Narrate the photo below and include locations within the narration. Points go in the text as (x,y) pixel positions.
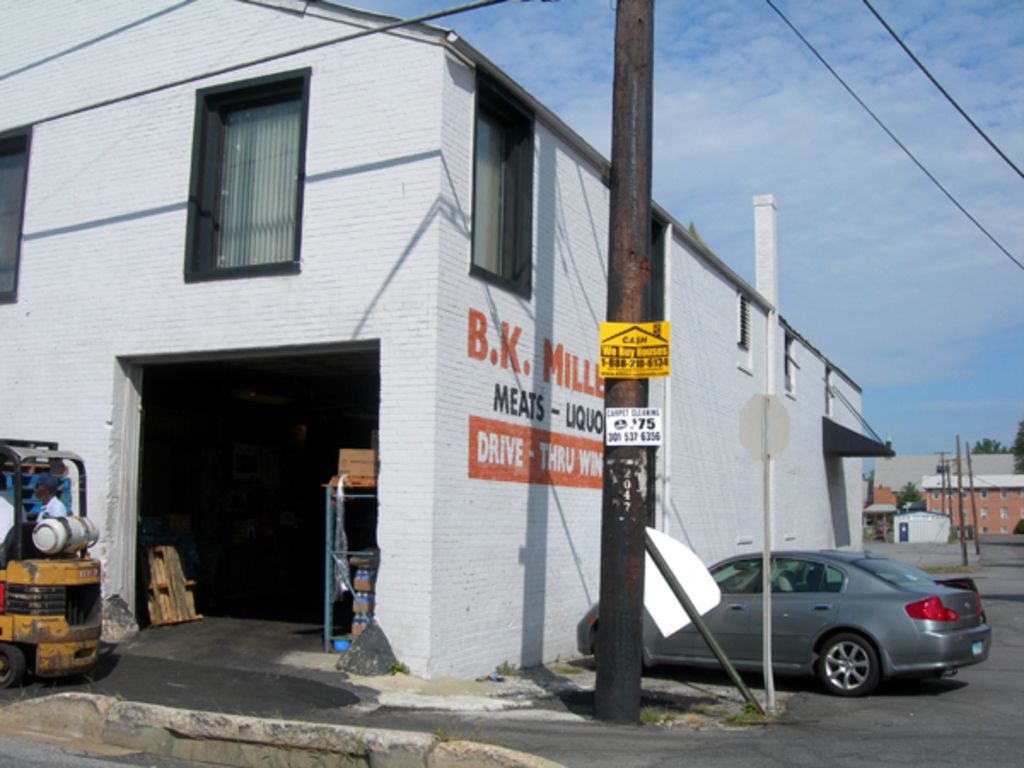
This is an outside view. In the middle of the image (410,376) there are few buildings (321,326). On the right side (834,589) there is a car (845,638) on the road (867,729) and also I can see few poles (949,498). On the left side (31,561) there is another vehicle (32,567). At the top of the image (793,146) I can see the sky (775,178) and clouds (788,113).
